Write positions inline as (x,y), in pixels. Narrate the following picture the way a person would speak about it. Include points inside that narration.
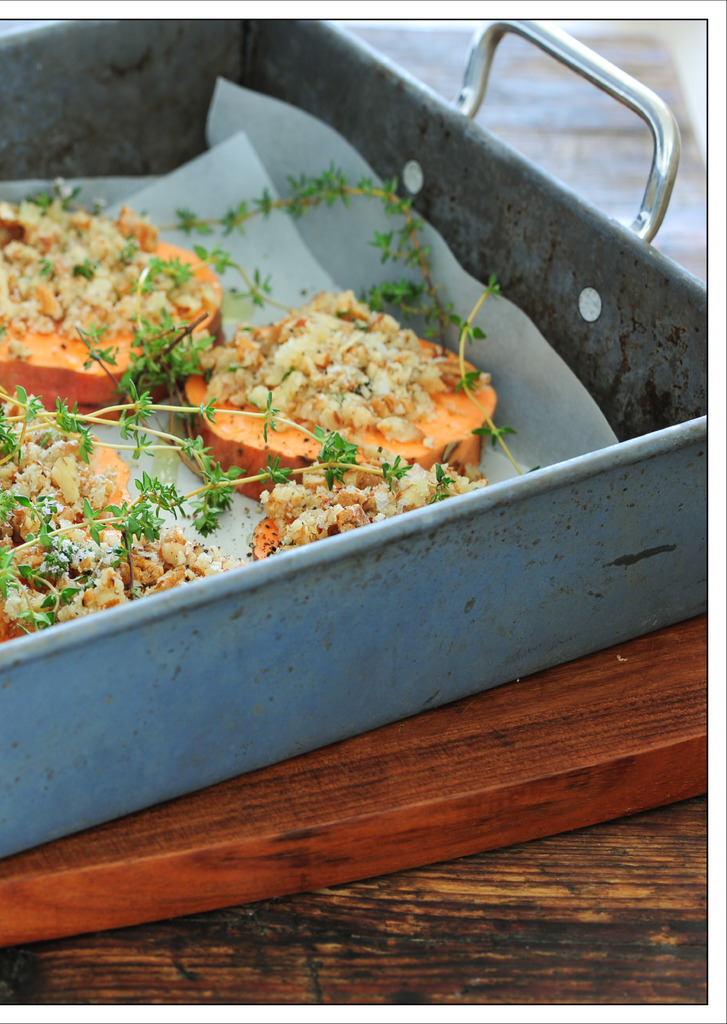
In this image, we can see food (85,275) in the tray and there is a paper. At the bottom (364,806), there is a board (401,853) on the table (369,948).
